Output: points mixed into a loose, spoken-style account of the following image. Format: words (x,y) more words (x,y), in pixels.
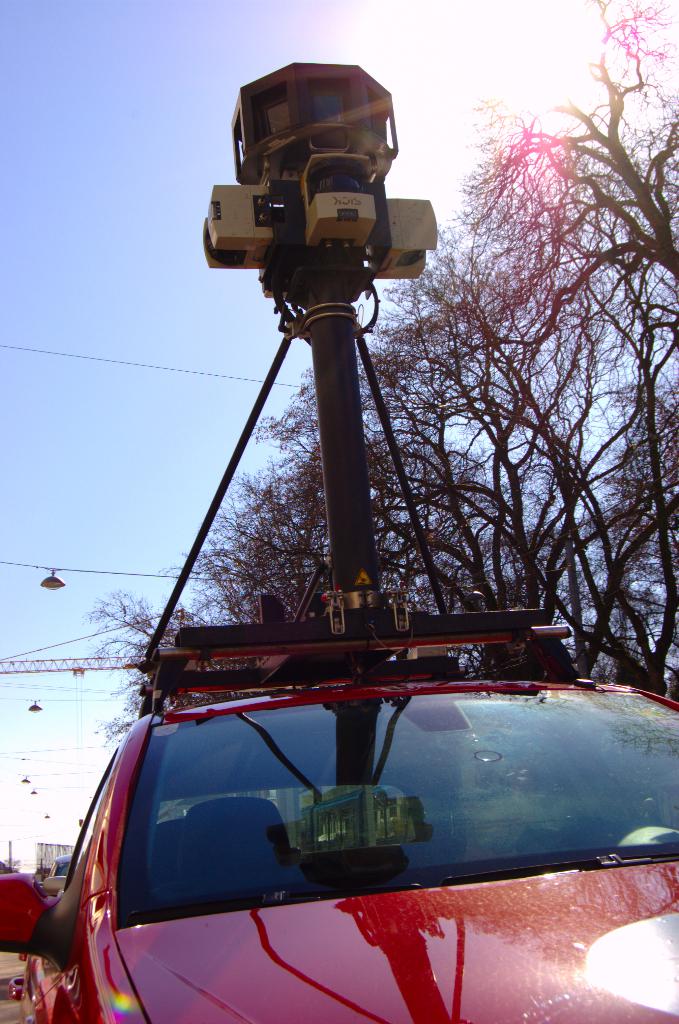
In this image there is a car (312,980) on the road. On top of it there is a camera (301,138). At the background (619,312) there are trees (668,267) and sky (129,344).
